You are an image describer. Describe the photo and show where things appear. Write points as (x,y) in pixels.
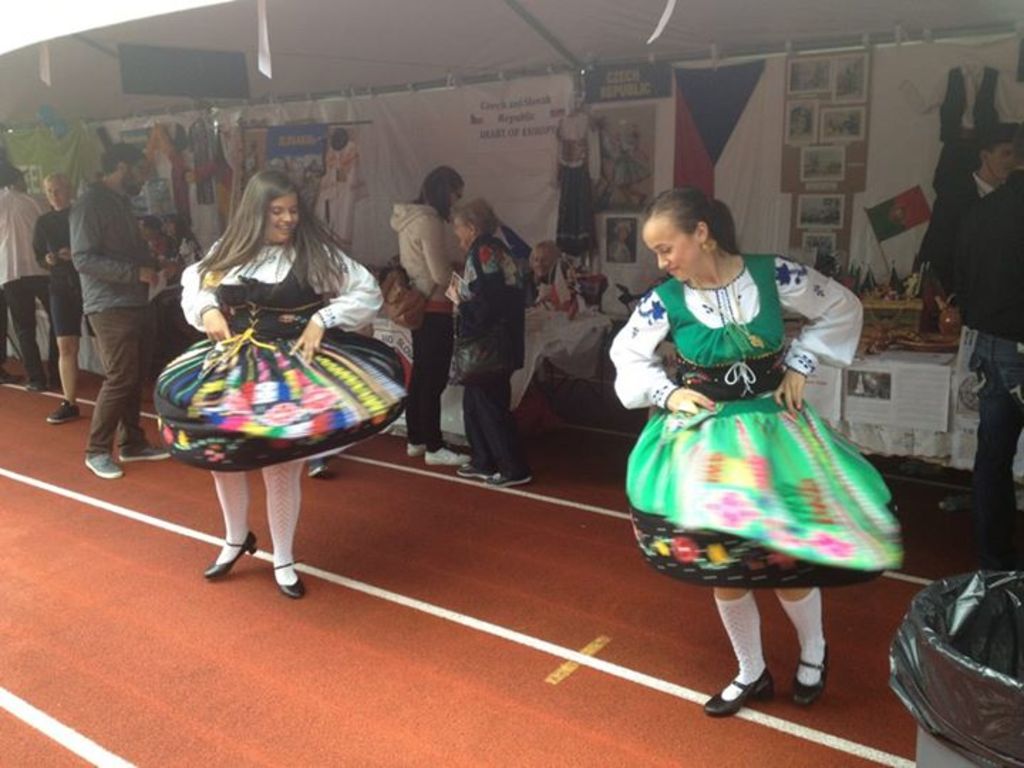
In this picture there are two girls (281,369) in the center of the image (680,259), they are dancing and there are stalls (418,142), posters (626,254), and people (116,387) in the background area of the image (560,334) and there is a dustbin (993,686) in the bottom right side of the image (993,686).
